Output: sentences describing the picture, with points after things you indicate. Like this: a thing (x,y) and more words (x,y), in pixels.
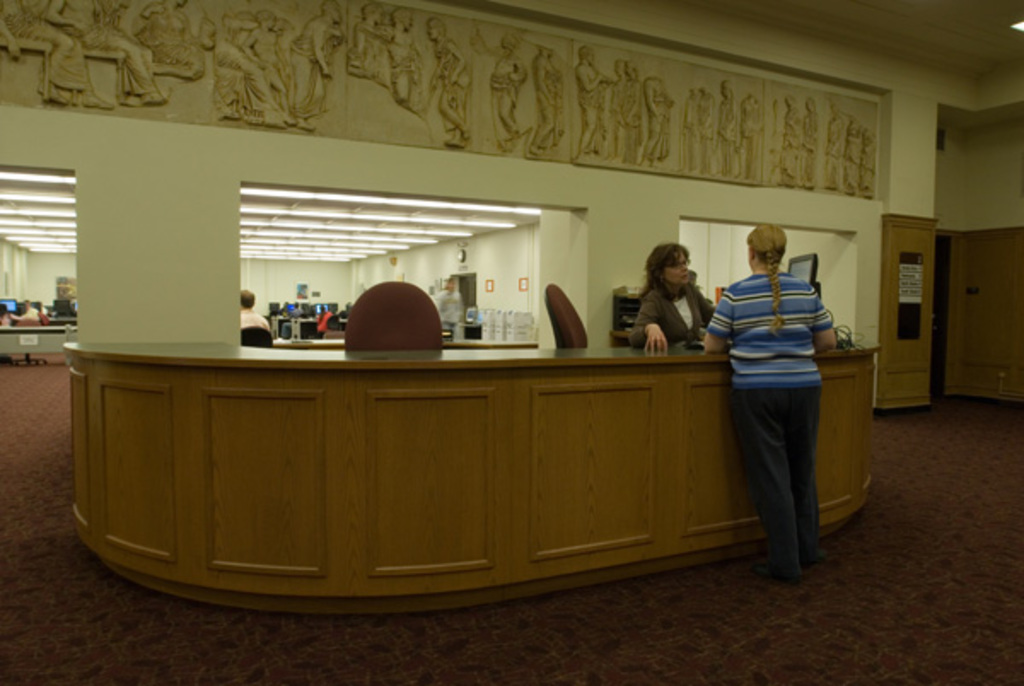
This picture shows two women (690,334) standing and speaking to each other and we see couple of chairs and sculpture (625,144) on the wall (883,138).
